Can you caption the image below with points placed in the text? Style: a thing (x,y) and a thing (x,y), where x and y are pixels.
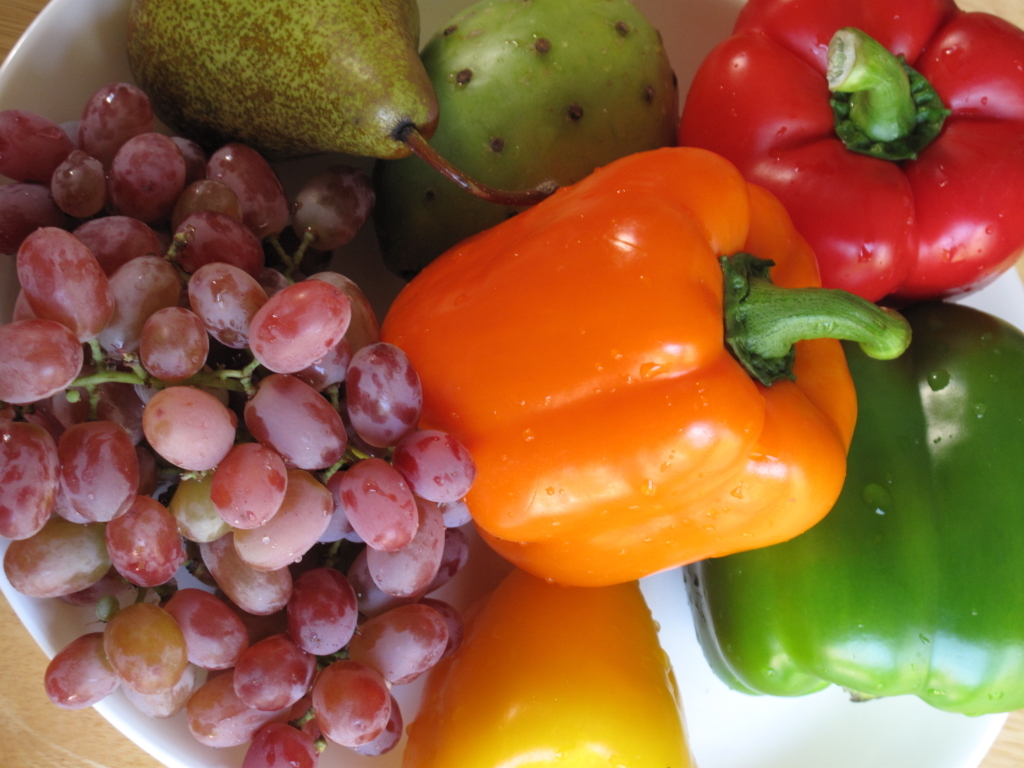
In this image I can see a white colored bowl (151,732) and in the bowl (179,724) I can see few grapes (254,422), few capsicums (604,437) which are orange, red and green in color and few other fruits (598,106) which are green in color.
